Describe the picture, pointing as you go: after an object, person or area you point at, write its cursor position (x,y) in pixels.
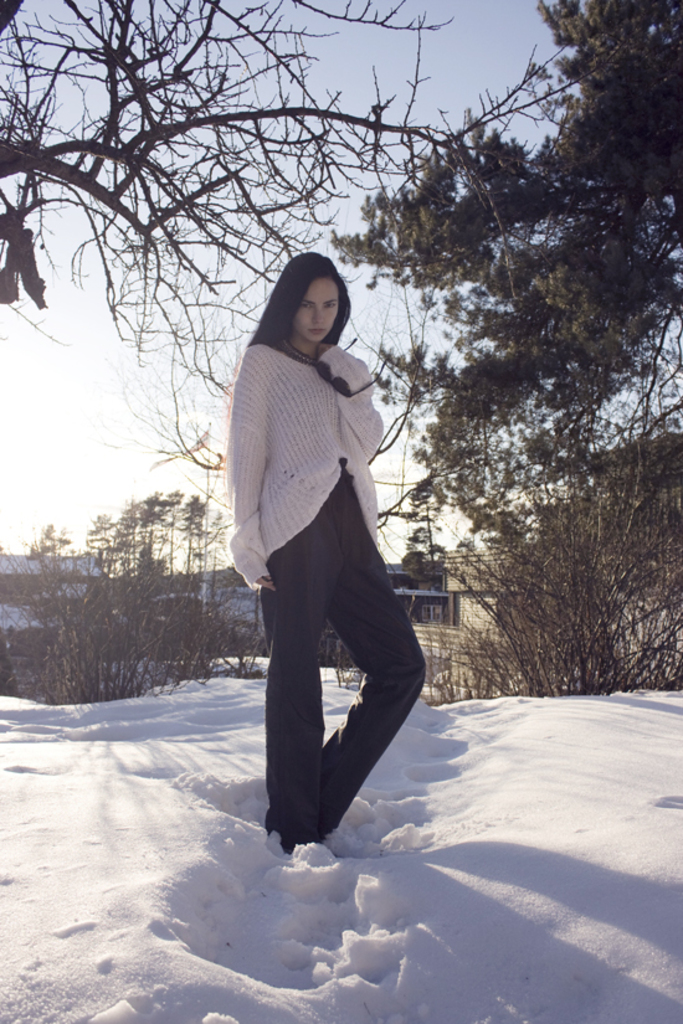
In this image, we can see a woman (384,712) is standing on the snow (361,795). Background (7,670) we can see plants (628,671), houses (461,608), trees (229,250) and sky (294,229).
